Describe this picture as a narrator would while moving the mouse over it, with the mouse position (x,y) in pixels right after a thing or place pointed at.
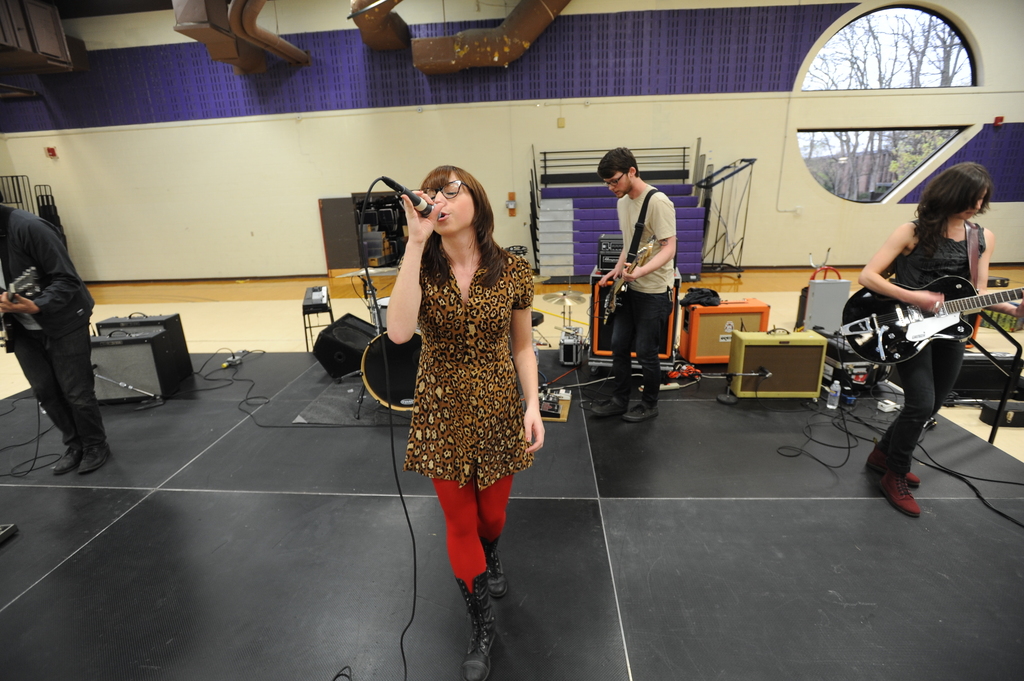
In this picture there are women (477,576) standing and singing a song. She holding a microphone (428,208) in her right hand (411,223) and in the background (917,239) was the woman (915,253) playing the guitar (925,295) is another man (624,397) playing the guitar (642,266) and there are some speakers (769,351) and stuff (608,361) on the wall (726,95) and window (845,50) over here.
